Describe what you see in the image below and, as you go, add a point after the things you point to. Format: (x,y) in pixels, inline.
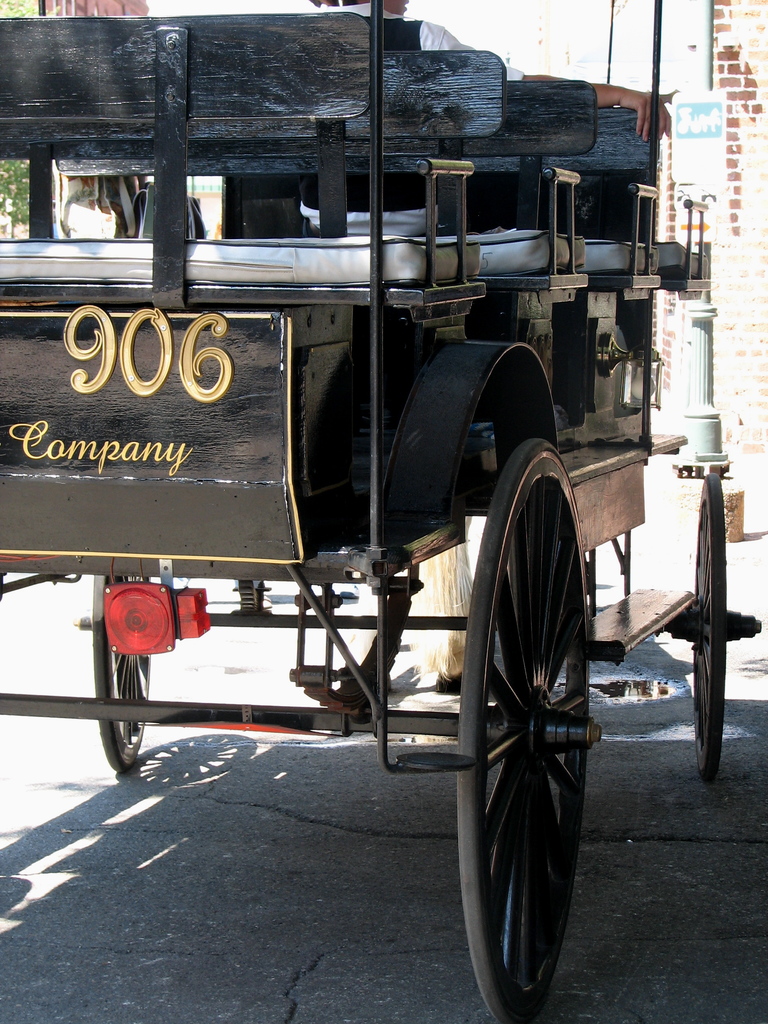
In this image, we can see a cart (430,625) with a person (620,110) and some text (168,459). We can also see the ground (290,985). We can see a pole (710,74) with some poster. We can also see the wall (748,407).
